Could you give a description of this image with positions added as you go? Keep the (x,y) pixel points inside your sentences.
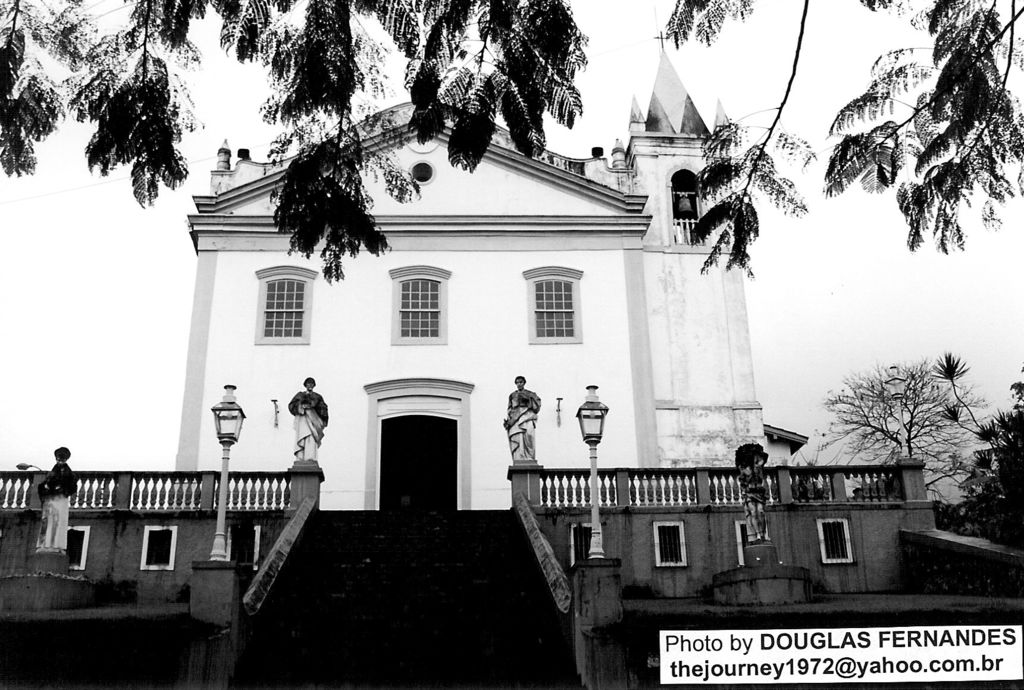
In this image we can see there is a building (519,271), stairs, statues (515,442) and a light pole (223,532) attached to the pillar (598,600). And there are trees (936,442), streetlight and the sky (822,282).
